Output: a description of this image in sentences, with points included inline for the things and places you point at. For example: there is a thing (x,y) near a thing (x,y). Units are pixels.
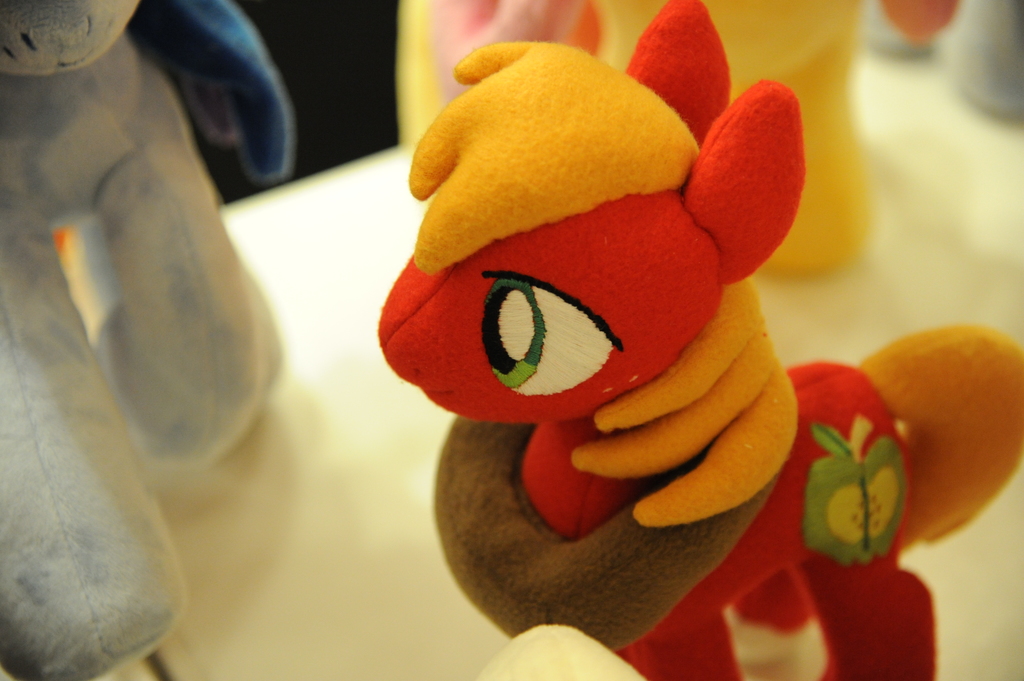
It is a zoom in picture of toys (576,266) placed on the white surface (265,534).
